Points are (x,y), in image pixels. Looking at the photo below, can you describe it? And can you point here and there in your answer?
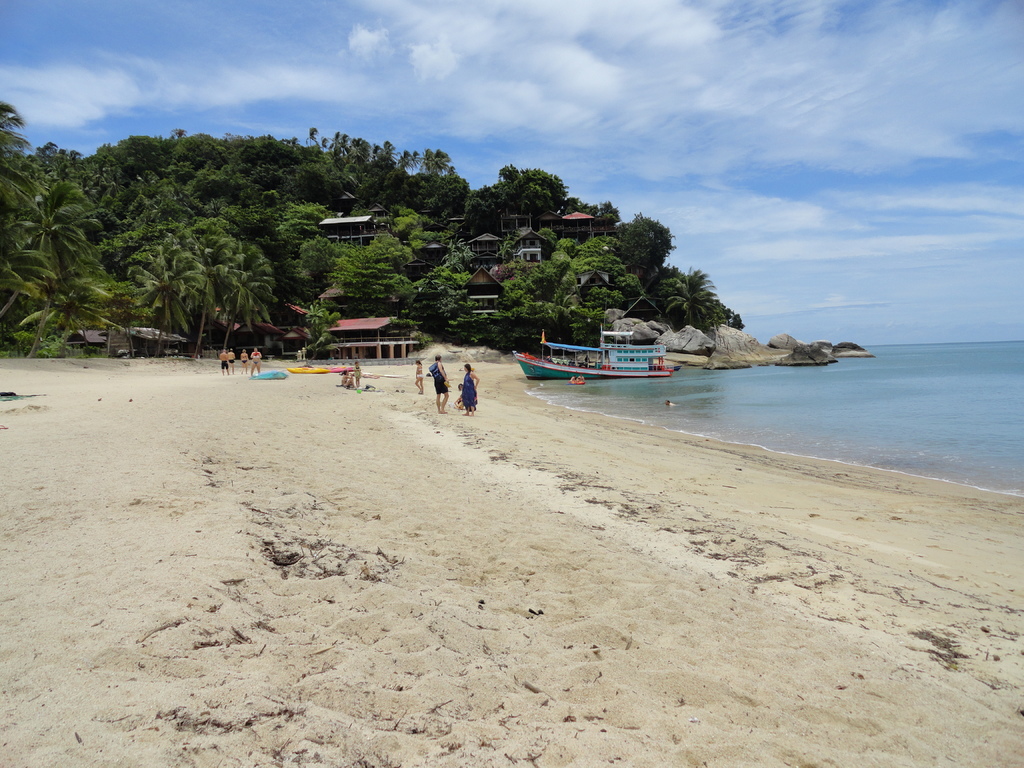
In this image there is the sky (585,113), there are clouds (789,96) in the sky (502,117), there are trees (381,281) truncated towards the left of the image (54,299), there are buildings (338,328), there is a ship (628,358), there is sand (389,383), there are objects (314,367) on the sand (423,369), there are persons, there are rocks (712,345), there is a beach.
